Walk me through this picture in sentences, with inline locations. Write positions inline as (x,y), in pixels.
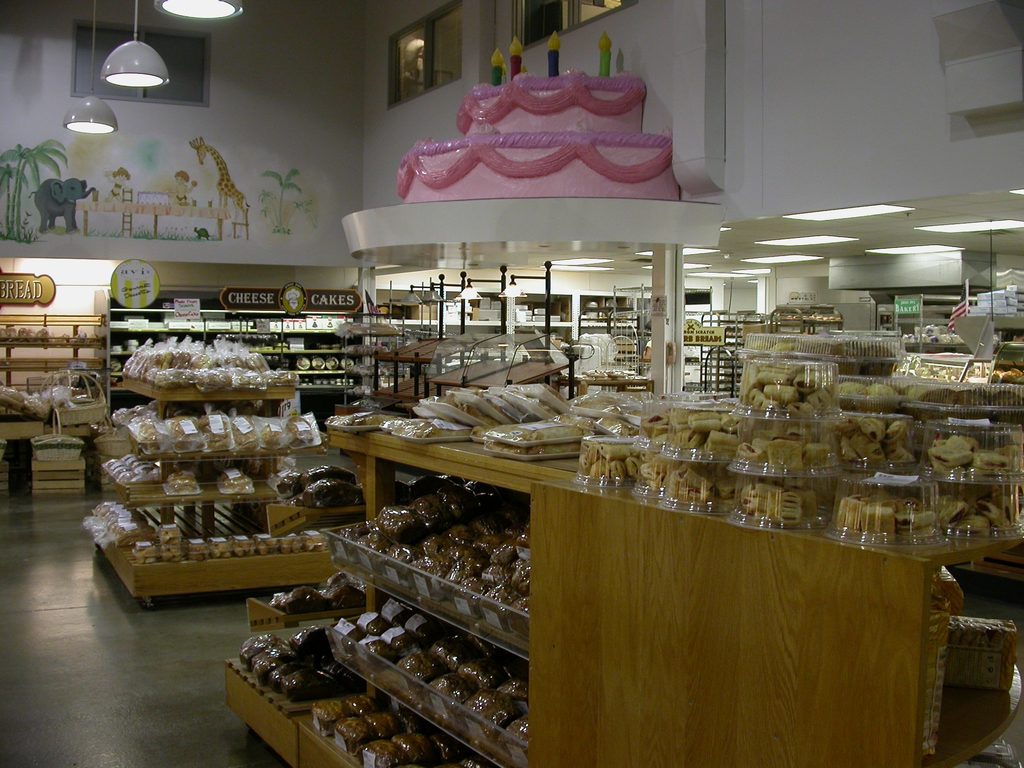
This picture might be taken in a store (449,409) in this image there are some tables (534,523), and on the tables (628,520) there are some cookies (743,481), boxes (901,443) and in the background (234,486) also there are some cookies (242,475) and some biscuits (286,374) and boards (306,297), poles (550,305) lights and some other objects (75,374). In the background (331,224) there is wall (257,187) and there is a decoration (498,164) of a cake (498,164) and some lights (187,3), at the bottom (64,651) there is floor (168,661).
